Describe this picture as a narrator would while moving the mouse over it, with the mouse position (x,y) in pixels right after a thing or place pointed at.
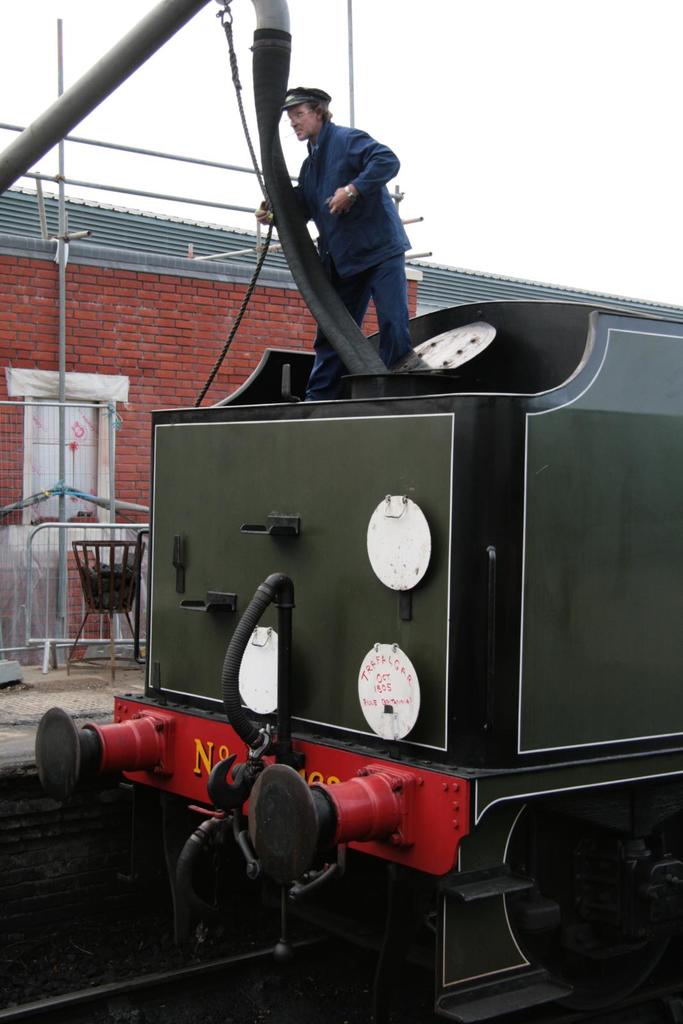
In this image I can see a train (557,562) which is green, black, white and red in color is on the railway track (218,1004). I can see a person (361,313) wearing blue colored dress (356,242) is on the train (429,341). In the background (118,316) I can see a building (170,303) which is made up of bricks (164,343), a pipe (138,44) and the sky (502,163).
